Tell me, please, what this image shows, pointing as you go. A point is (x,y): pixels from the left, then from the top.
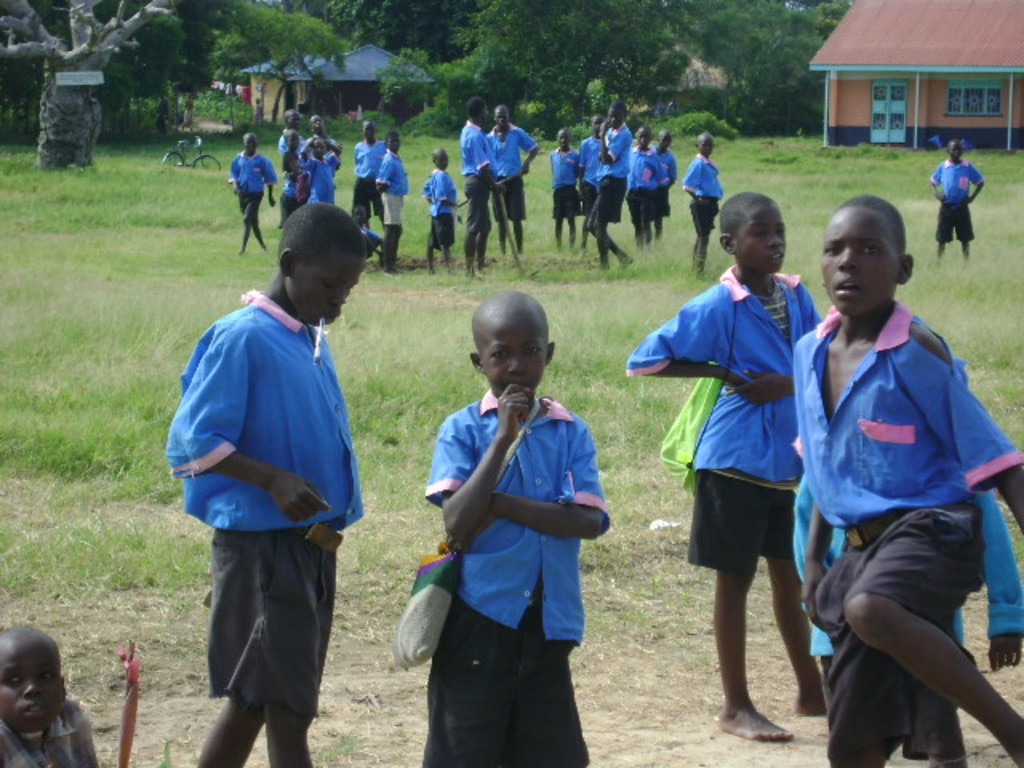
In the foreground of this image (427,510), there are four boys (296,584) standing on the ground (717,696). In the background (435,227), there are boys (485,168) standing, few trees (64,90), two houses (362,87) and a cycle (198,159). On the bottom left (35,738), there is another boy (12,750).
